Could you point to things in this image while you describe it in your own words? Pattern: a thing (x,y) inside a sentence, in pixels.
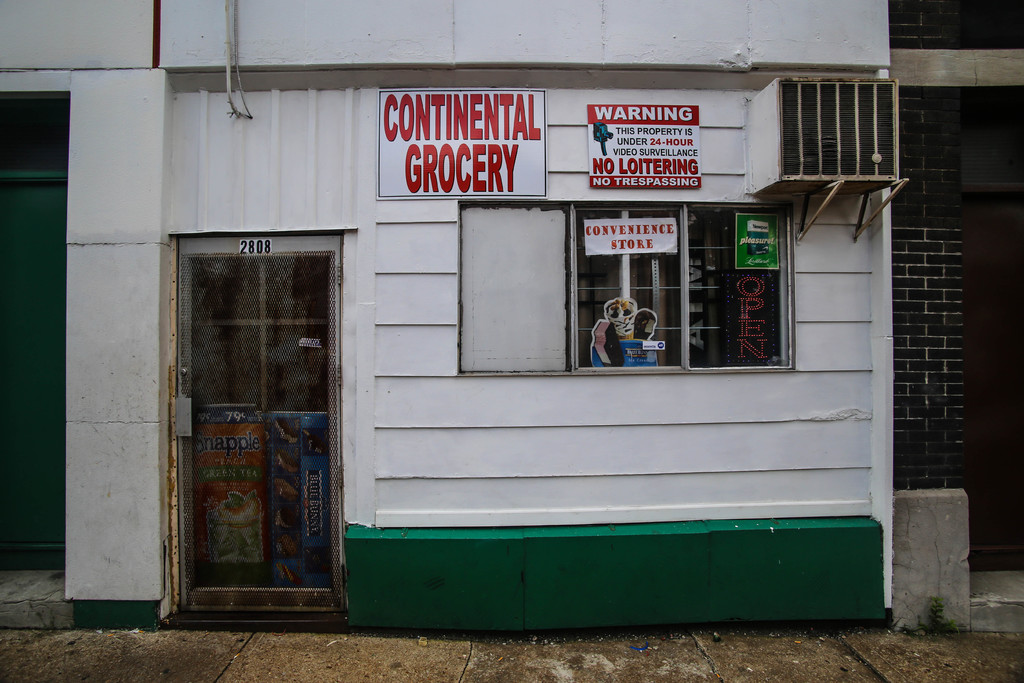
In this image in the center (491,432) there is a building (354,120), and on the building (263,136) there are some boards (534,138) on the boards (440,181) there is text (748,242) and there is a glass door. On the door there are some posters (760,235) and there is a door (219,407) through the door (227,396) we could see some bags (266,464) and there is object (815,99), at the bottom (555,674) there is walkway (137,651).
